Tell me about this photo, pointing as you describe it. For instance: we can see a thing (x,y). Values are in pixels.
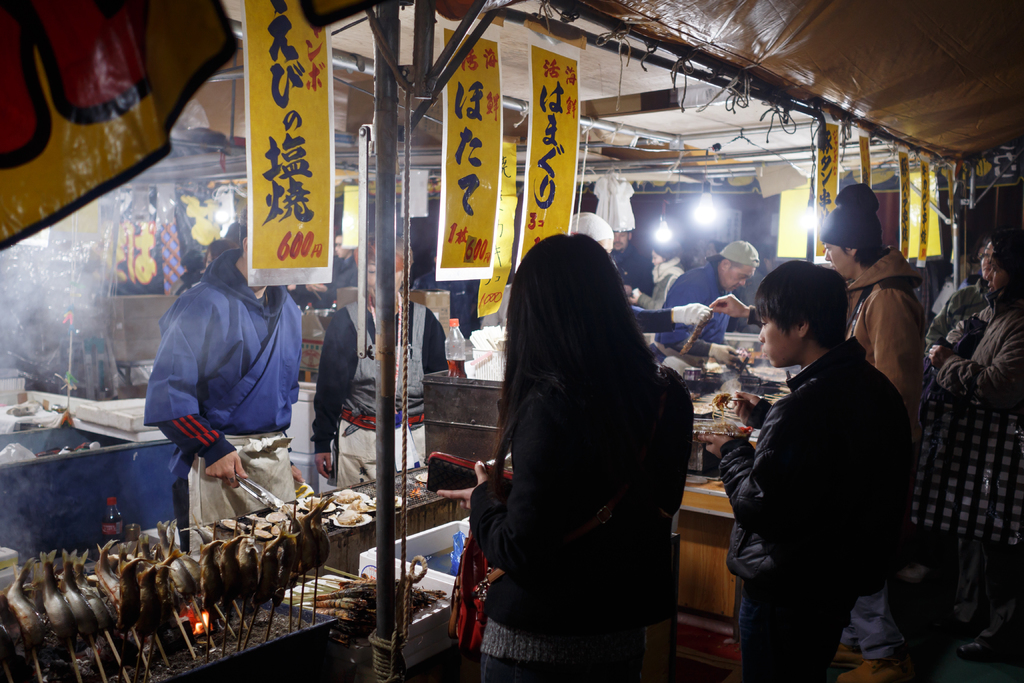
In this image I can see number of people (540,258) are standing, I can see all of them are wearing jackets (520,472) and few of them are wearing caps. I can also see food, yellow colour banners (253,59), lights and few clothes (624,204) in background (613,204). I can see something is written on these banners (443,151) and over here I can see a bottle (455,349).
